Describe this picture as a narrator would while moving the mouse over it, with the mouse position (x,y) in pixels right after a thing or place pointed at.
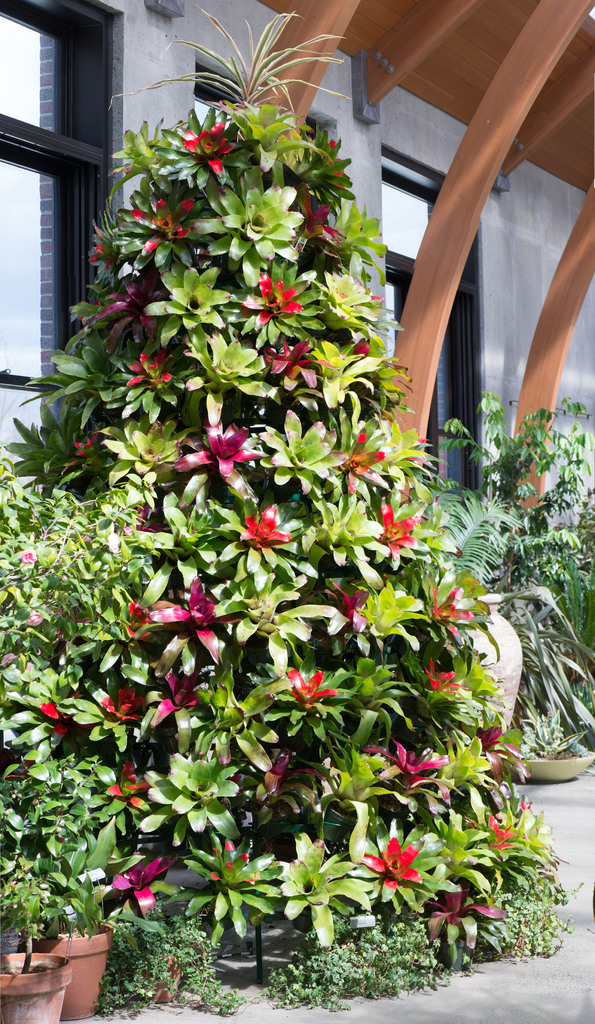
In the picture I can see plants (381,655), flower pots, glass windows (3,385) and the wall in the background (449,375).
